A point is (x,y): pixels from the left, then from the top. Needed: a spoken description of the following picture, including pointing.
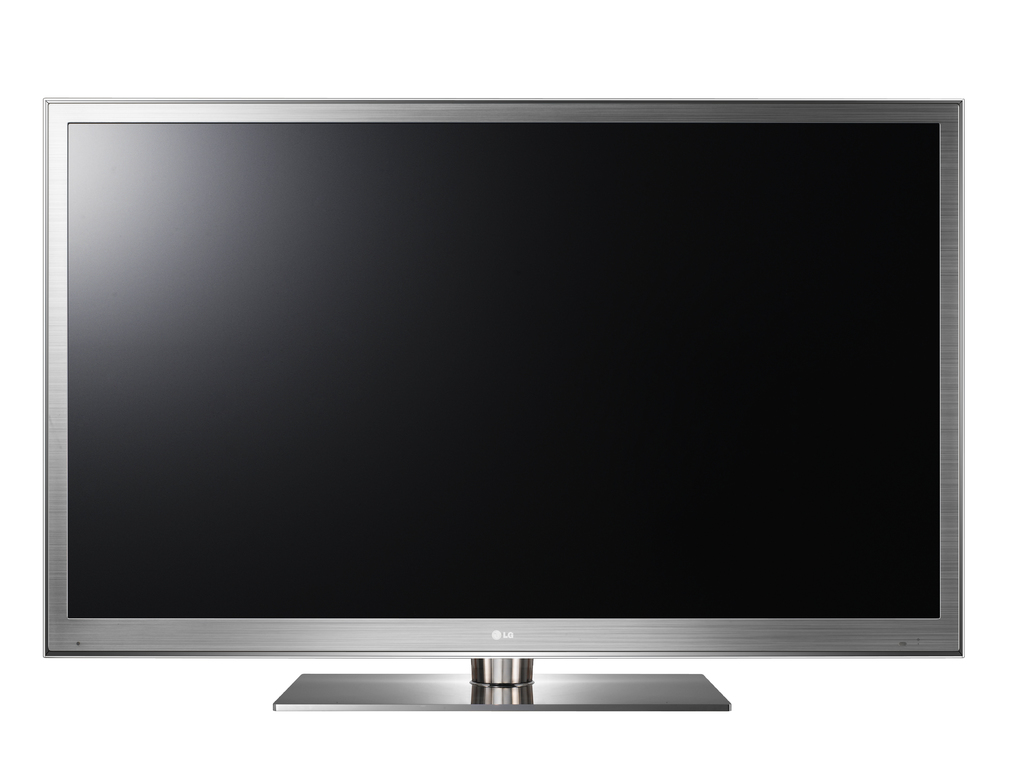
Here in this picture we can see a television (80,196) present over there.
